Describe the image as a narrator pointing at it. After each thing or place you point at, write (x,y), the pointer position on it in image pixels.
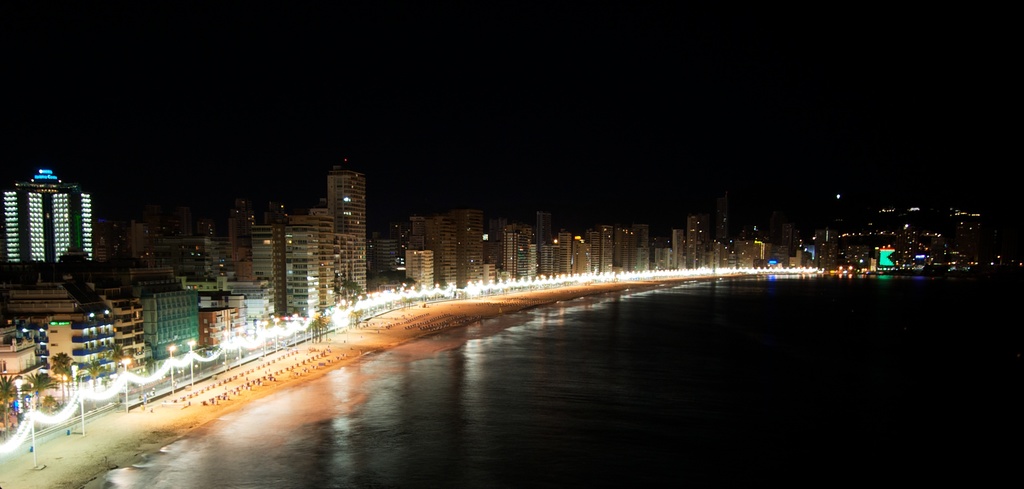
In this image we can see the water (495,398), light poles (25,417), road (203,364), tower buildings (289,284), trees (8,394) and the dark sky (225,144) in the background (594,176).
